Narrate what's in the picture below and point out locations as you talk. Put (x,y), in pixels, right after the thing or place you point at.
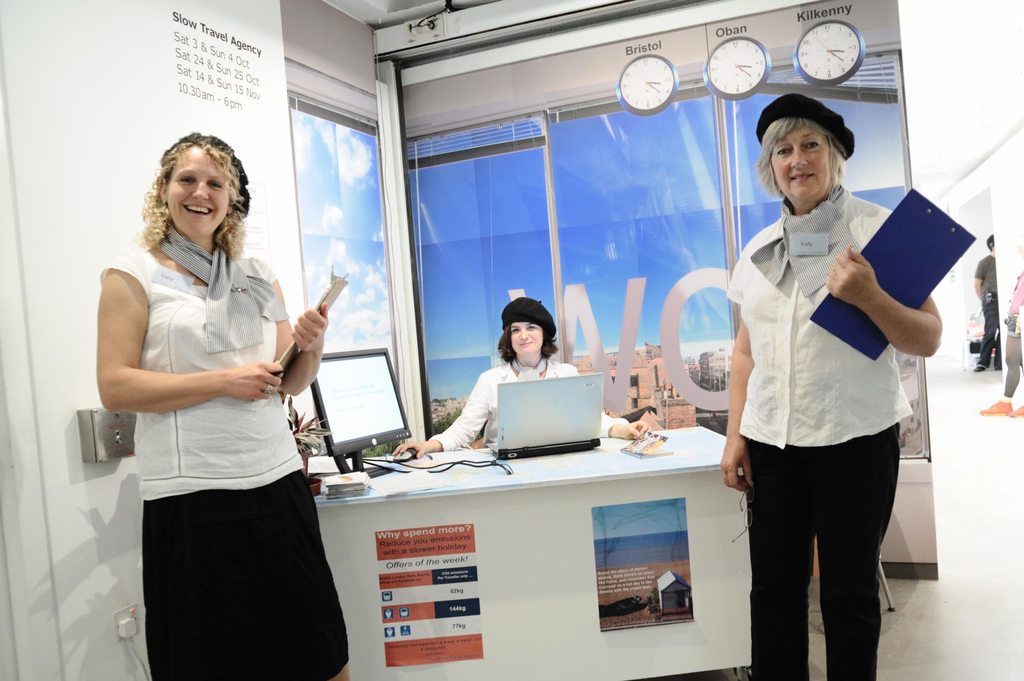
In this image there are two persons (140,326) standing and holding pads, and there is a person (474,409) sitting on the chair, there is a laptop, monitor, book (651,441), papers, cables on the table (508,493), and in the background (468,378) there is a banner (644,416), two persons (1005,388) standing.
